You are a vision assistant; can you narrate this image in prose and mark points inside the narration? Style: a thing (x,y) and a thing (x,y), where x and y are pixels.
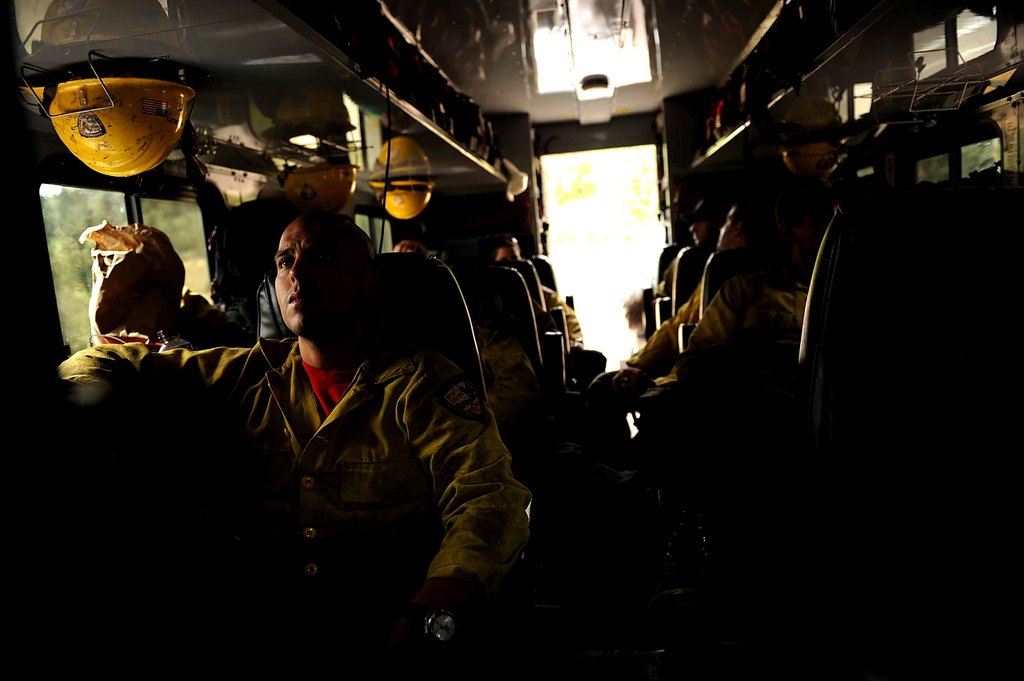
In the picture we can see inside the bus (908,106) with some people (299,625) are sitting in the seats (946,478) and on the top of them, we can see helmets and in the background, we can see an exit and beside the people (177,370) we can see a window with glass (65,257) and from it we can see some trees (79,253).
